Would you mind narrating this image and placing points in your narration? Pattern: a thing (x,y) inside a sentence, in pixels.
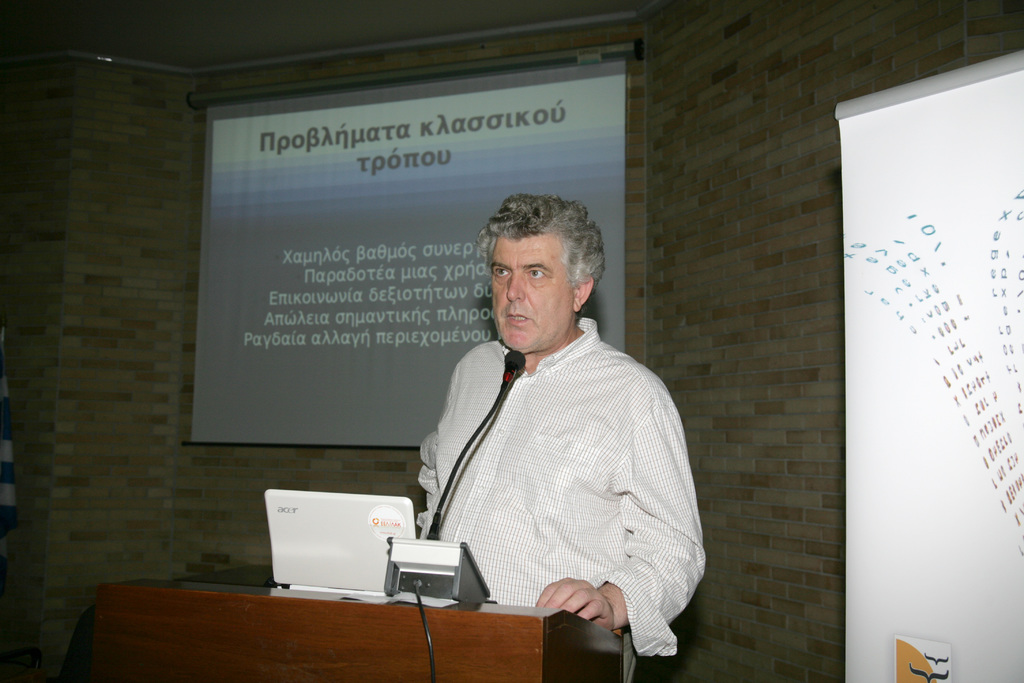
In the center of the image (602,357) a man (647,460) is standing in-front of podium (361,630). On podium (334,644) we can see laptop (375,542), mic (462,575), wire (419,604). In the background of the image (21,263) we can see screen (424,272), wall (719,267), board (861,341), light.
